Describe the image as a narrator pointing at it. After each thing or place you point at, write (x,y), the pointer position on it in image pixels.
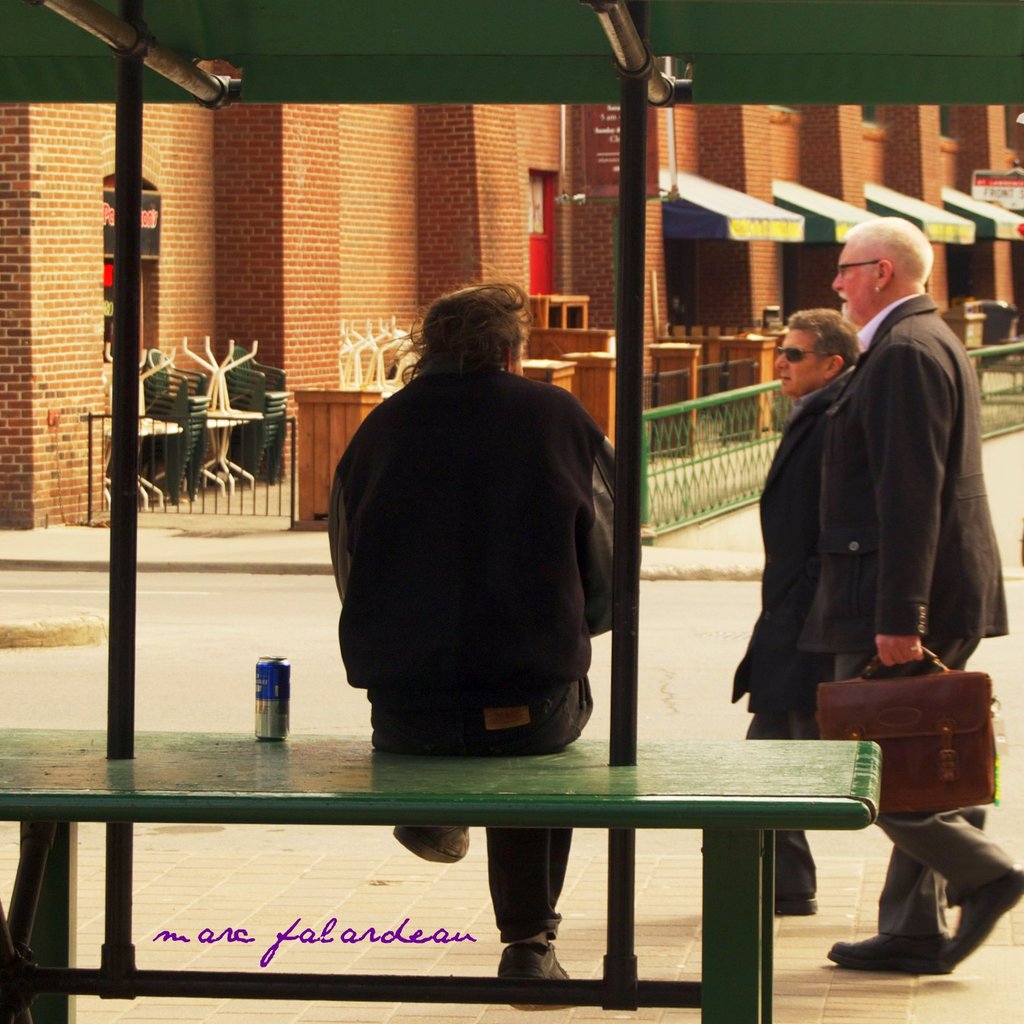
In this picture I can see a person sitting on the bench (418,770), there is a tin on the bench (424,759), there are two persons (796,563) walking, there are chairs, tables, boards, iron grilles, and in the background (248,289) there is a building (234,288) and there is a watermark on the image.
